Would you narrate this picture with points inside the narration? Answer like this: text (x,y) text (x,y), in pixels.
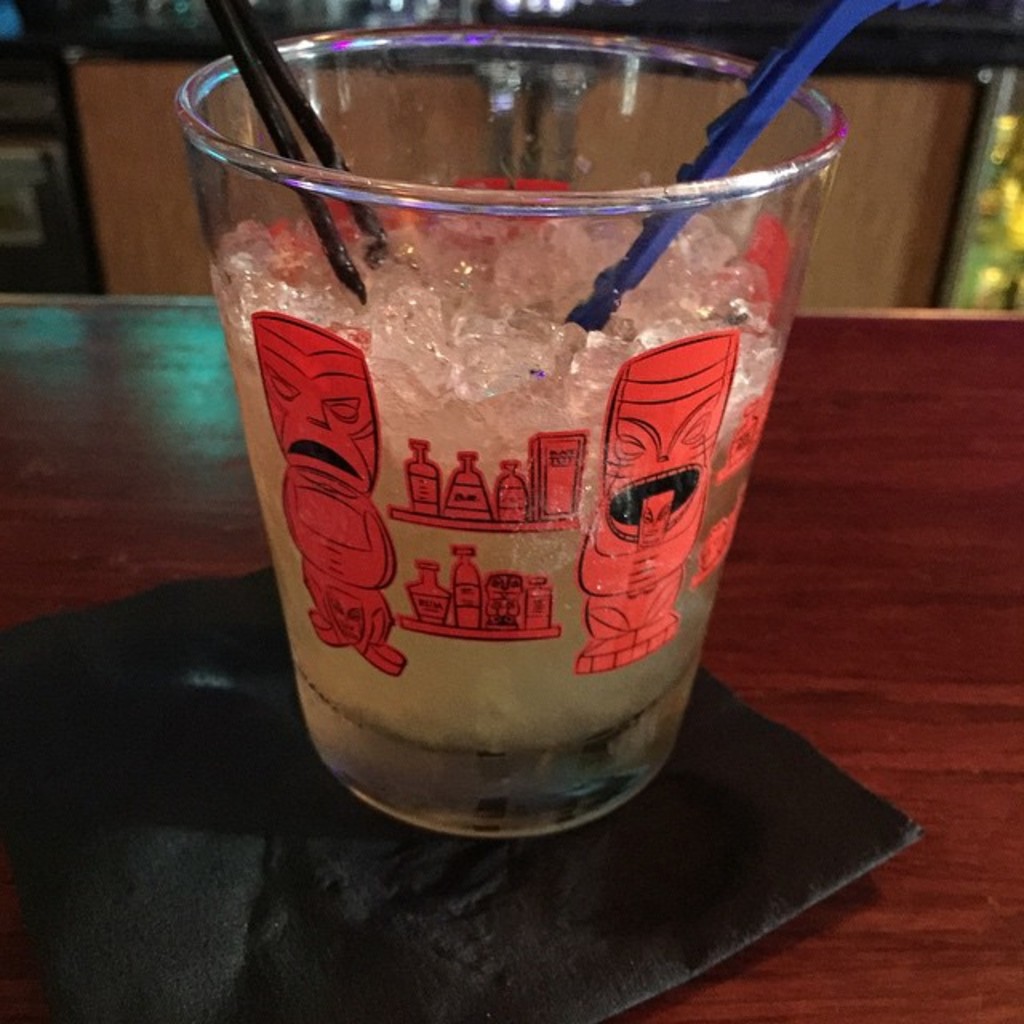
We can see glass (469,318) with ice (479,317) and straws (261,23) on the table (748,658). In the background (67,51) it is blur.
